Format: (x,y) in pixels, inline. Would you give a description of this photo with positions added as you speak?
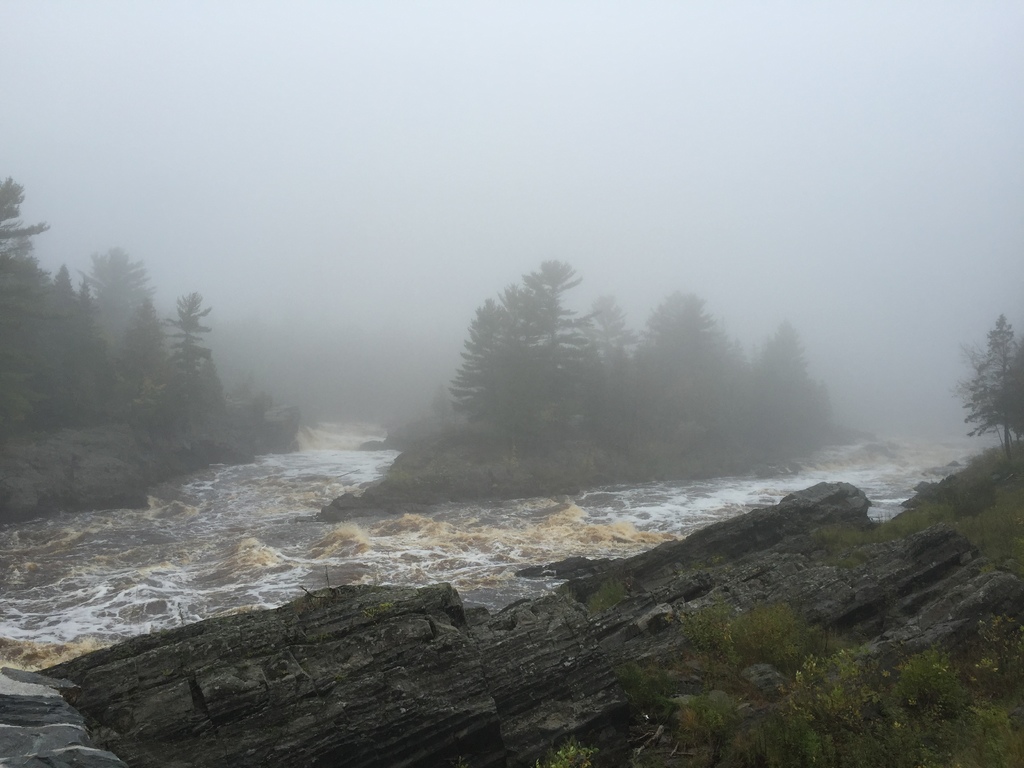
In this image we can see water (559,586), rocks (260,737), plants (924,732), and trees (647,410). In the background (194,102) there is sky (558,228).
